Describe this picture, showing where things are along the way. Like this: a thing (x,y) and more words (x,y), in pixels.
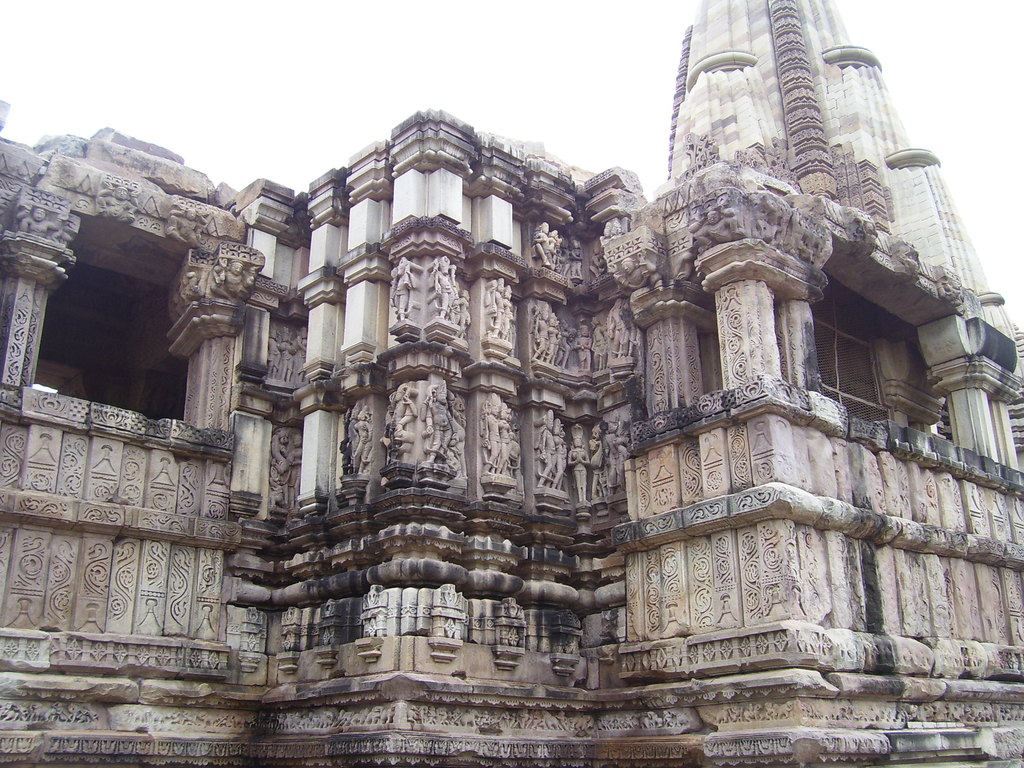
In this image, we can see a temple (738,444) with pillars (985,441), sculptures (545,716) and carvings (190,492). At the top of the image (235,98), there is the sky (231,71). On the right side of the image (861,409), we can see the mesh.
